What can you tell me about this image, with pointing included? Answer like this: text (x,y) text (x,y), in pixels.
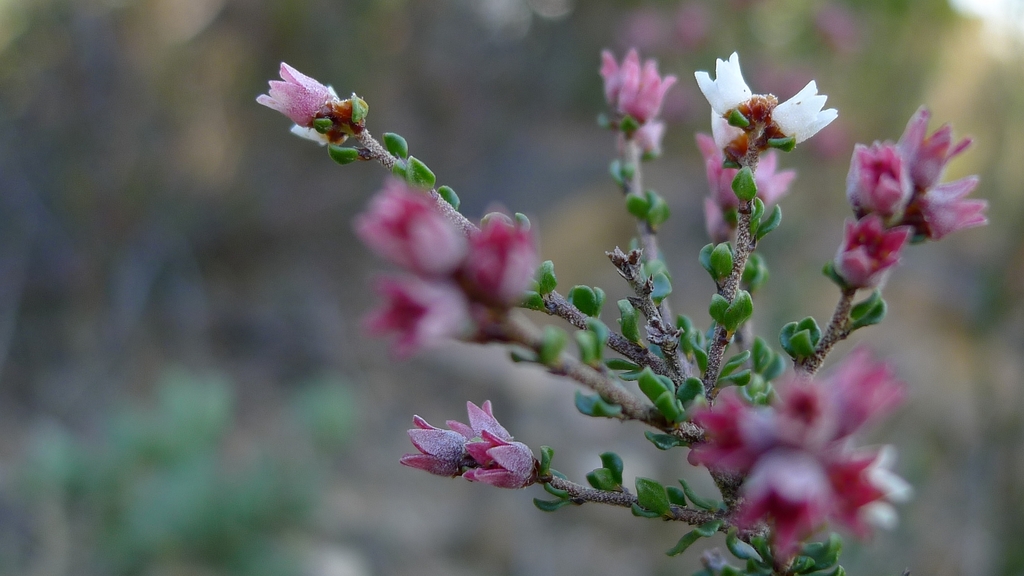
In this image there is a plant (793,513) having few flowers (823,494) and leaves (692,346). Background (867,3) is blurry.
